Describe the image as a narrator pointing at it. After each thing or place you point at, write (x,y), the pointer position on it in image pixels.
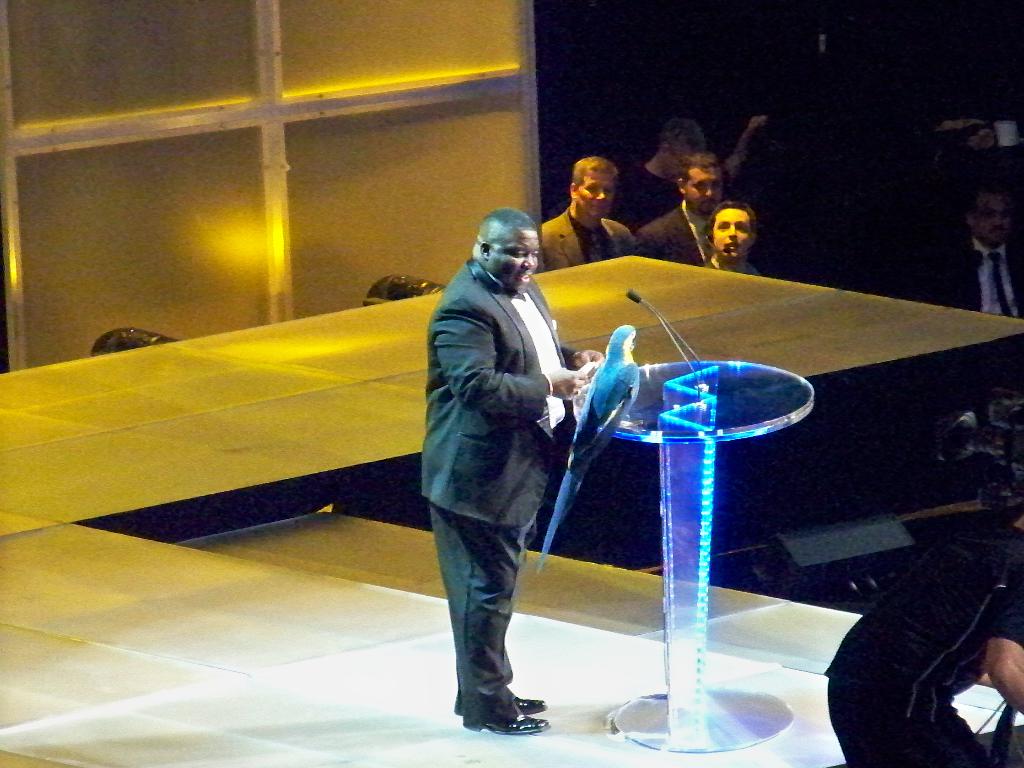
In this image there is a person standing on the stage (391,598). In front of him there are lights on the podium (779,396). On top of the podium (710,369) there are mikes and a parrot (595,443). In the background of the image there are a few people (1016,304) standing.
